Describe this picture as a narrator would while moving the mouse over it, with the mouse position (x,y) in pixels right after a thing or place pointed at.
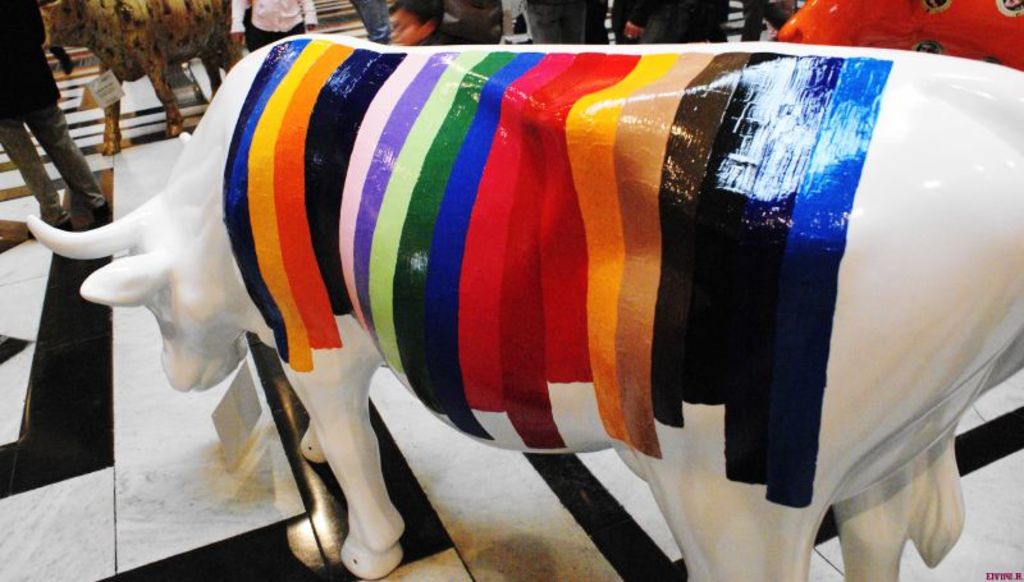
In this picture we can see a statue (521,236) in the front (429,209), in the background (694,11) there are some people (15,55) standing, at the bottom (137,495) we can see floor (159,504).
